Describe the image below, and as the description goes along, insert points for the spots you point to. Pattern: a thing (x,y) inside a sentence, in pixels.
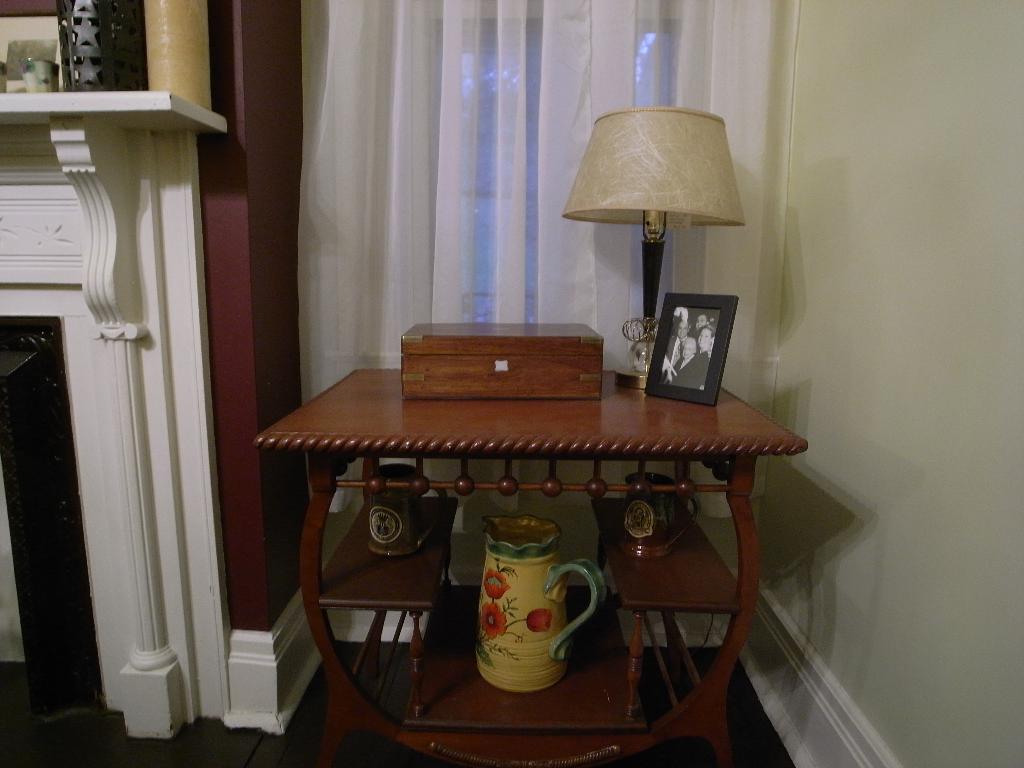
In this image I can see a table (608,428). Flower vase (564,567) and some other objects (639,527) are placed under the table (598,418). Some box (549,375), lamp (651,307) and photo frame (681,350) are placed above the table (581,416). At the left corner of the image (42,337) I can see a fire place (46,530) and some objects (54,51) are placed above the fireplace (38,101). At background (393,133) I can see a white cloth (460,187) hanging.
